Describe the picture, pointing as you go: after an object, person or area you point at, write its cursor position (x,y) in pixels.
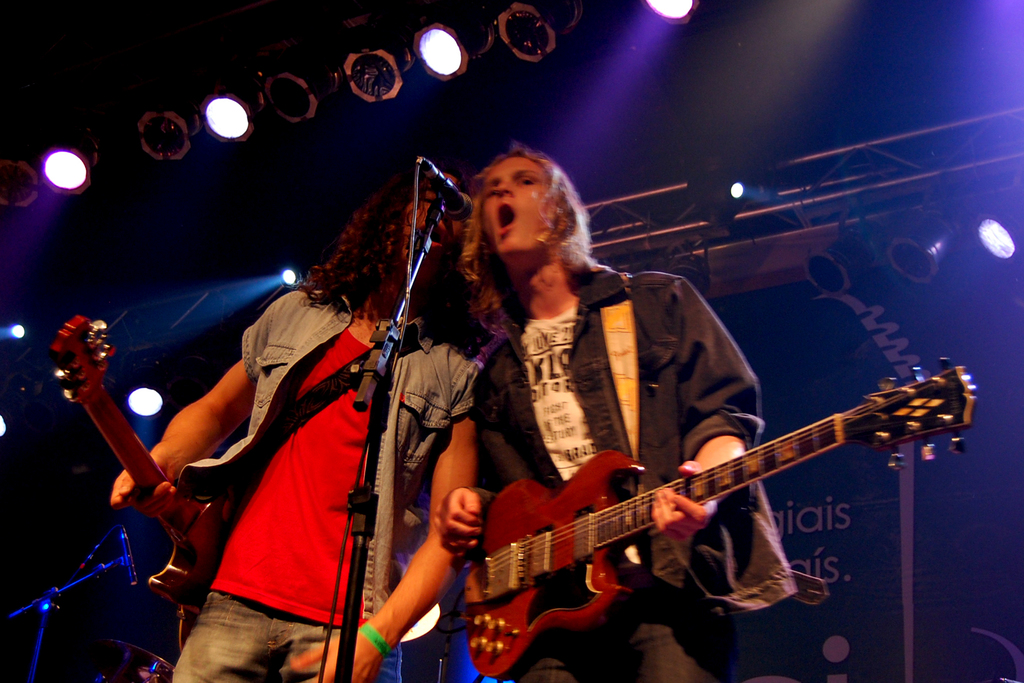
This picture is clicked at a concert. There are two men (659,336) in the image singing. There is a microphone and microphone stand (389,363) in front of them. They are wearing guitars (546,513). both of them are wearing tops (511,406). In the background (776,363) there is banner (793,366) and text (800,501) on it and spotlights (440,66) too.
